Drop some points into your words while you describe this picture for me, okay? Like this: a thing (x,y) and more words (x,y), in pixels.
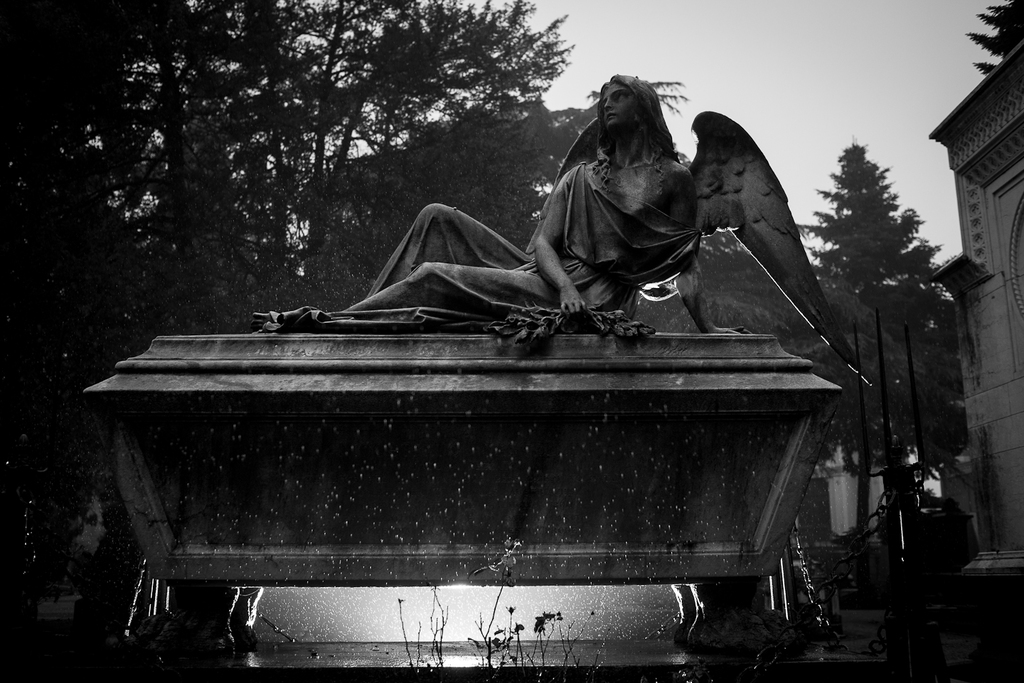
The statue (661,183) is highlighted in this picture. This statue (723,196) has wings (717,172). Far there are number of trees (425,174). Sky (882,92) is in white color. This picture is in black and white. This is a building (986,376) in white color.
